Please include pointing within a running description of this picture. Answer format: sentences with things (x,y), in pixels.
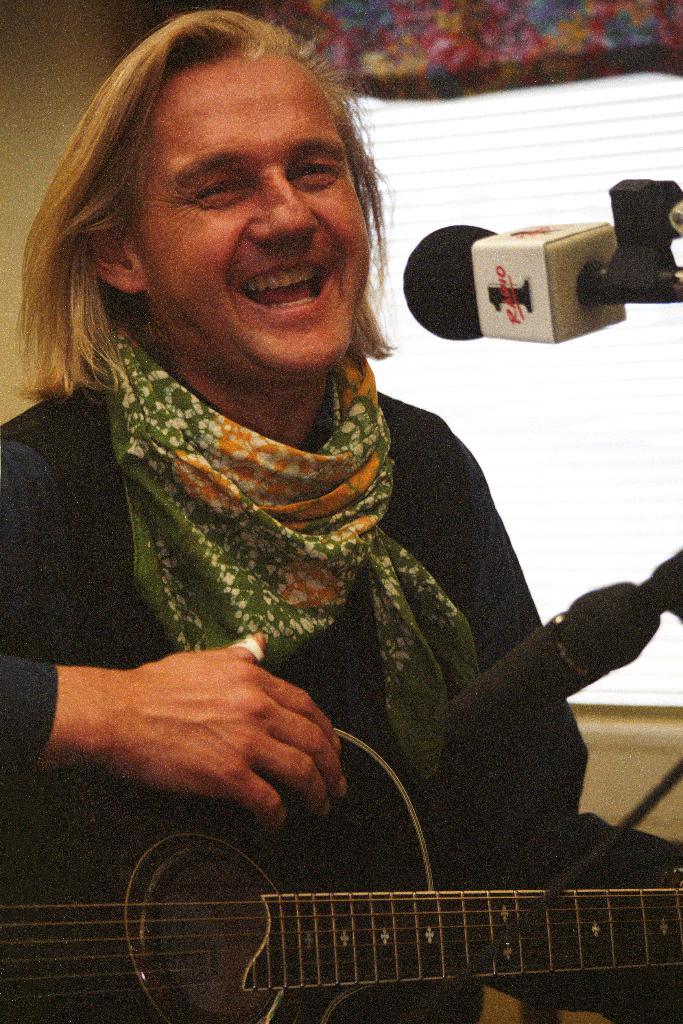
In this picture we can see a man (358,690) holding guitar (367,920) in his hand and wore kerchief (221,459) around his neck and he is smiling, in front of him there are two mics (512,325). In the background (478,79) we can see a window (433,140) and a curtain (363,24) and a wall (53,147).
